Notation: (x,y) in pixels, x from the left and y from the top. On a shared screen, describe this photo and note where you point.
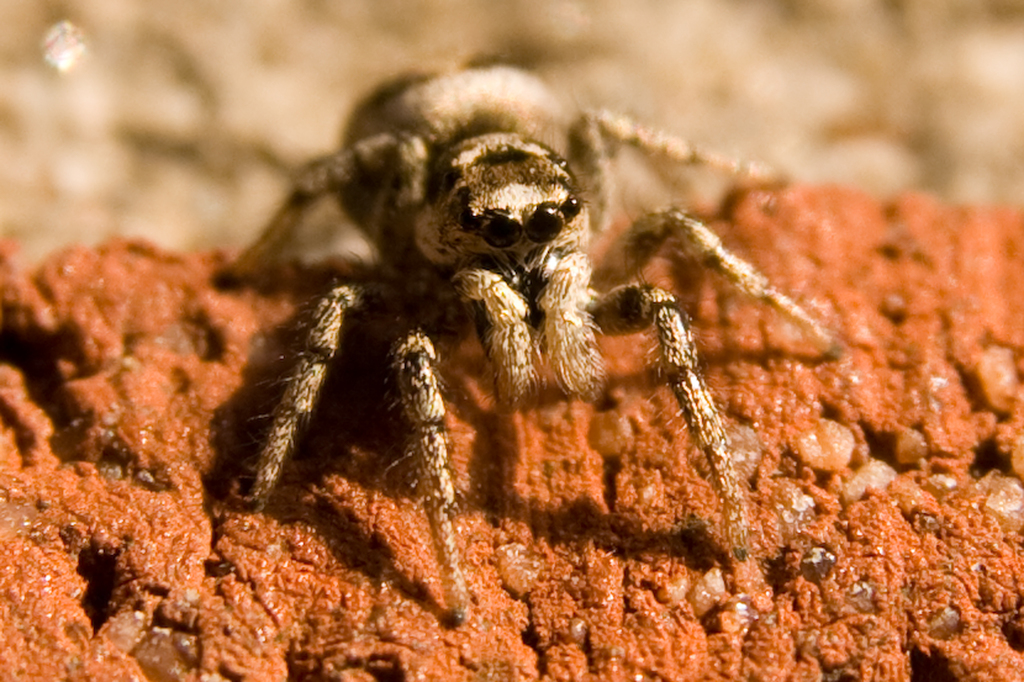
In the picture I can see a spider (417,426) on the brown color surface (496,462) and top of the image (905,55) is blurred.
